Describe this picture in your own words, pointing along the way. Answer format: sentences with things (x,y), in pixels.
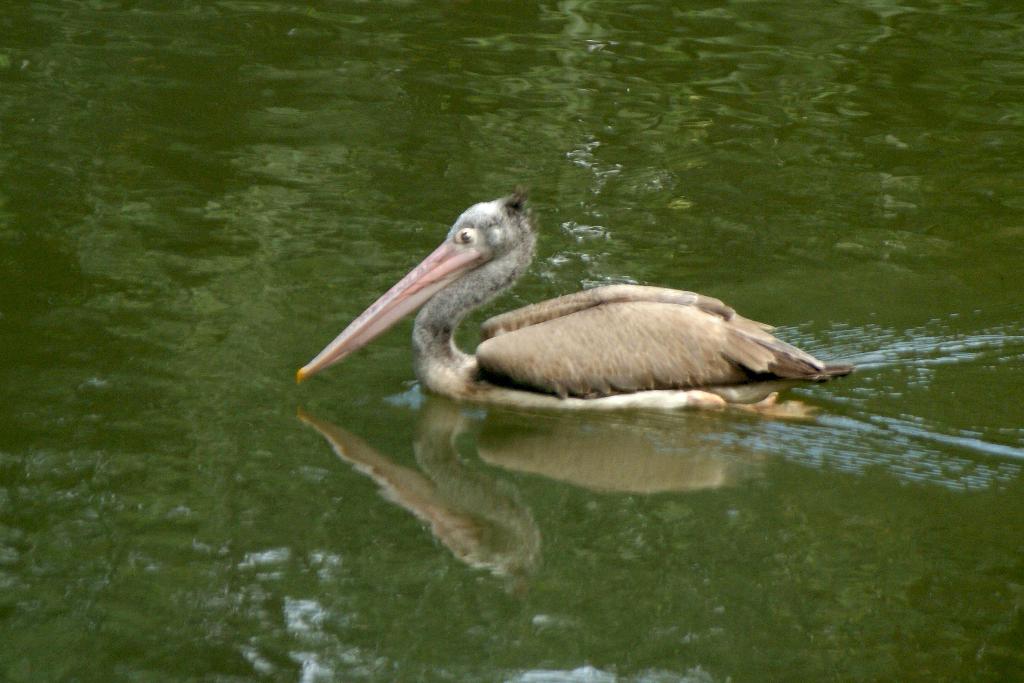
In this image in the center (448,334) there is one bird (640,342), and at the bottom (315,607) there is a river (537,574).
